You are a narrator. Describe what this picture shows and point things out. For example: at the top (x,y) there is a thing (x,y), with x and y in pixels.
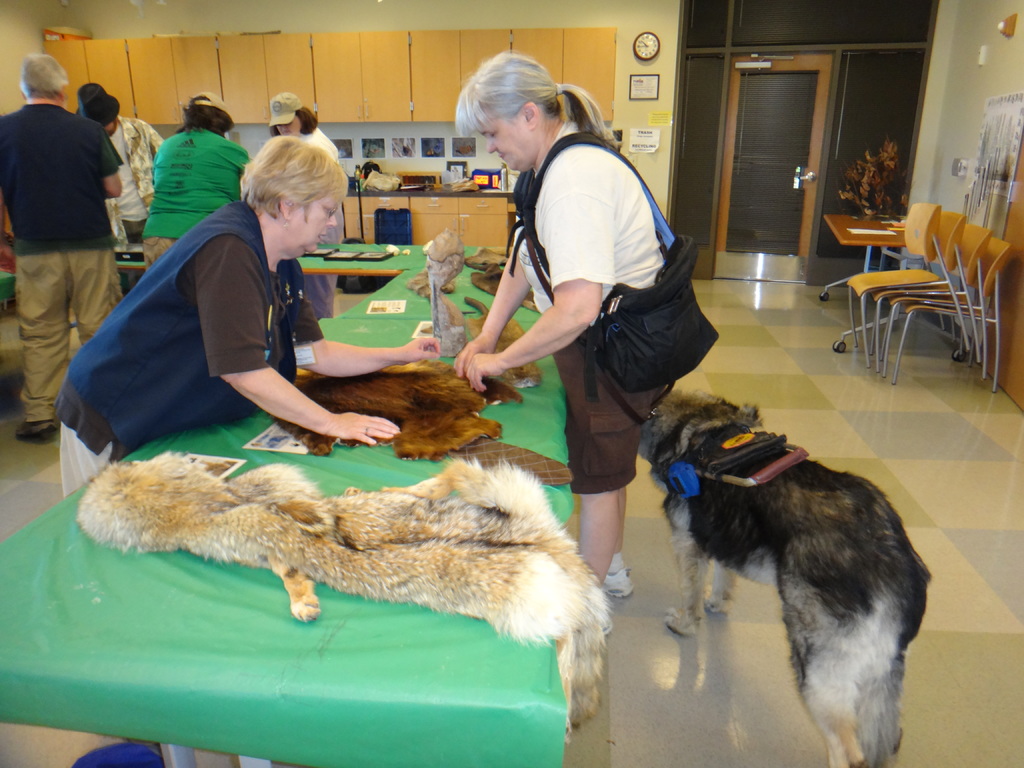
In the image we can see there are people (557,293) who are standing near table (391,484). There are furs (420,382) and on the floor (925,652) there is a dog (883,611) who is standing and there are chairs (873,292) which are kept on each other and there are other people (13,123) who are standing at the back (53,129). On the wall (673,63) there is a clock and the tablecloth (274,625) is in green colour.
